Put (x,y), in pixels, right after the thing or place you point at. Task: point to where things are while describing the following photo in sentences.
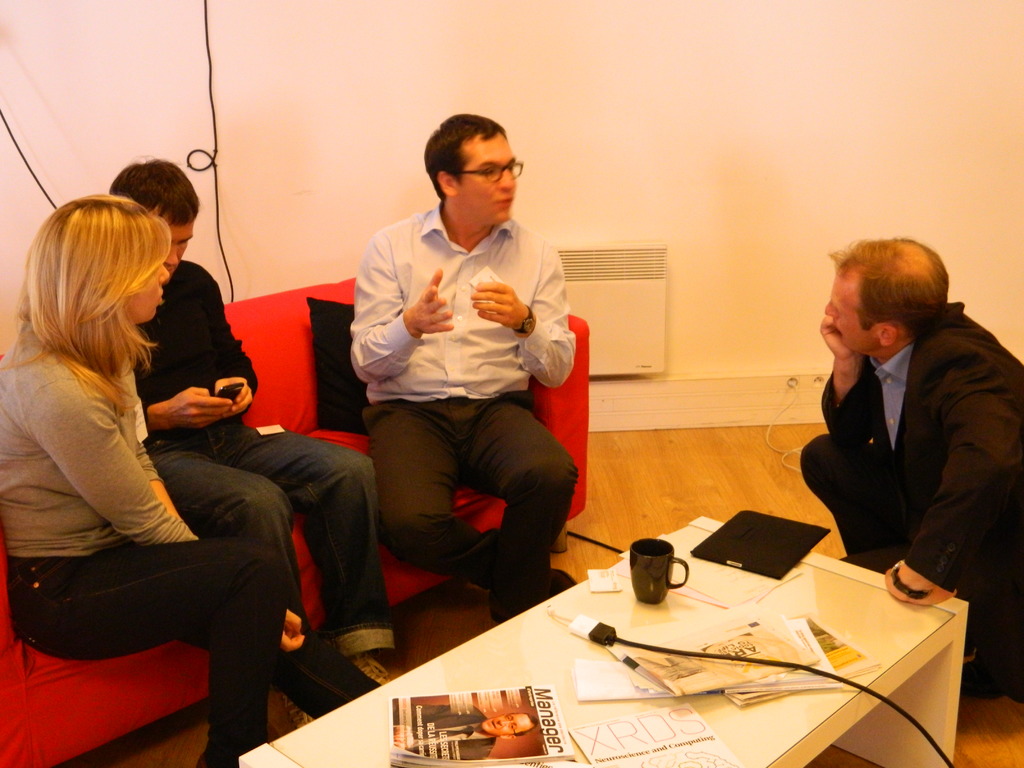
There are two men (206,408) and one women (139,575) sitting on the couch (68,685). Here is another man (830,466) sitting in squat position. This is a table (412,693) with a magazine (399,744), cup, cable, newspaper (748,650) and few objects (726,601) on it. The couch (268,317) is red in color. Here is a black color cushion (333,377) on the couch (341,432). This is the wall (615,91). Here is a white color object (628,319) attached to the wall (679,307). This is the wooden floor (677,517).
